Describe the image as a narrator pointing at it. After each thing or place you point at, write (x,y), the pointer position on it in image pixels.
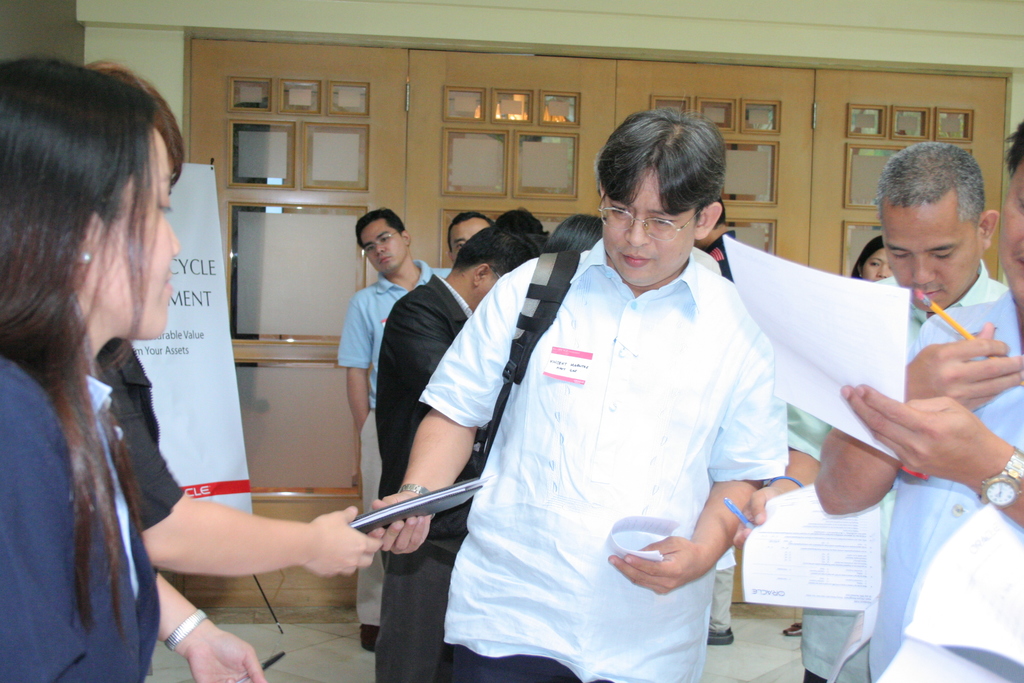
In this picture there are people (523,264) in the center of the image (514,301), by holding papers (823,375) in their hands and there is a poster (172,450) behind them, it seems to be there are windows (494,159) in the background area of the image (515,120).
